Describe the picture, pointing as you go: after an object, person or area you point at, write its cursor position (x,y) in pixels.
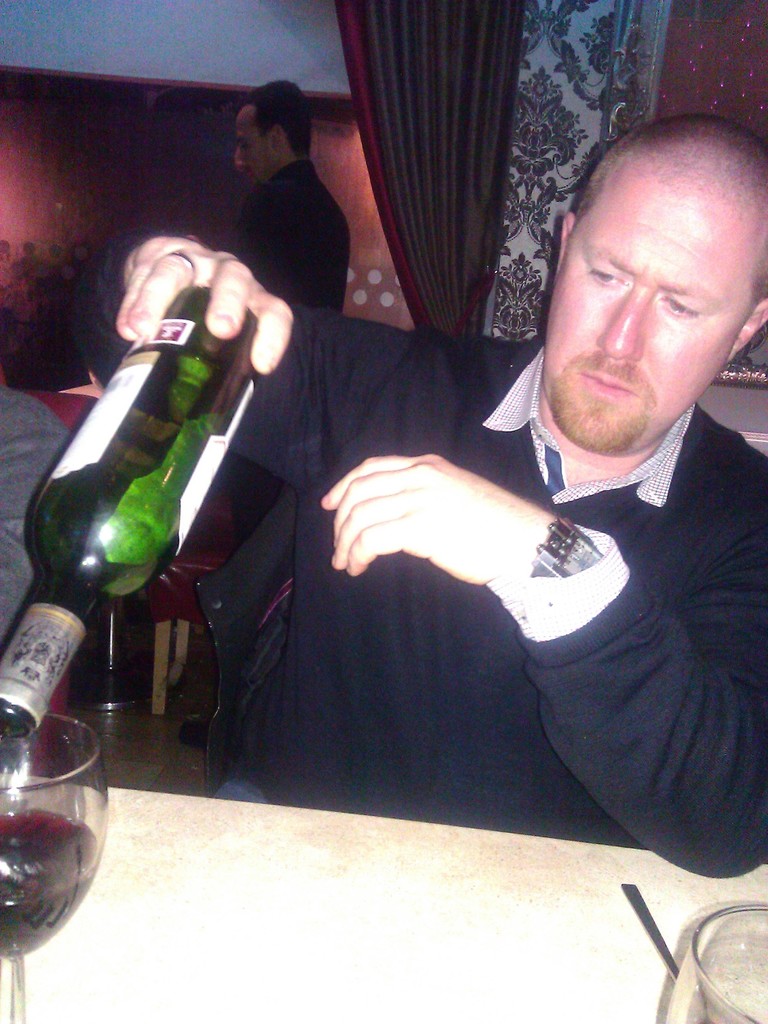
In this picture we can see a man (276,303) who is holding a bottle (2,676) with his hand (266,309). This is table (303,907). On the table (258,806) there are glasses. On the background (472,124) we can see a curtain (472,124). And this is wall (201,29).
